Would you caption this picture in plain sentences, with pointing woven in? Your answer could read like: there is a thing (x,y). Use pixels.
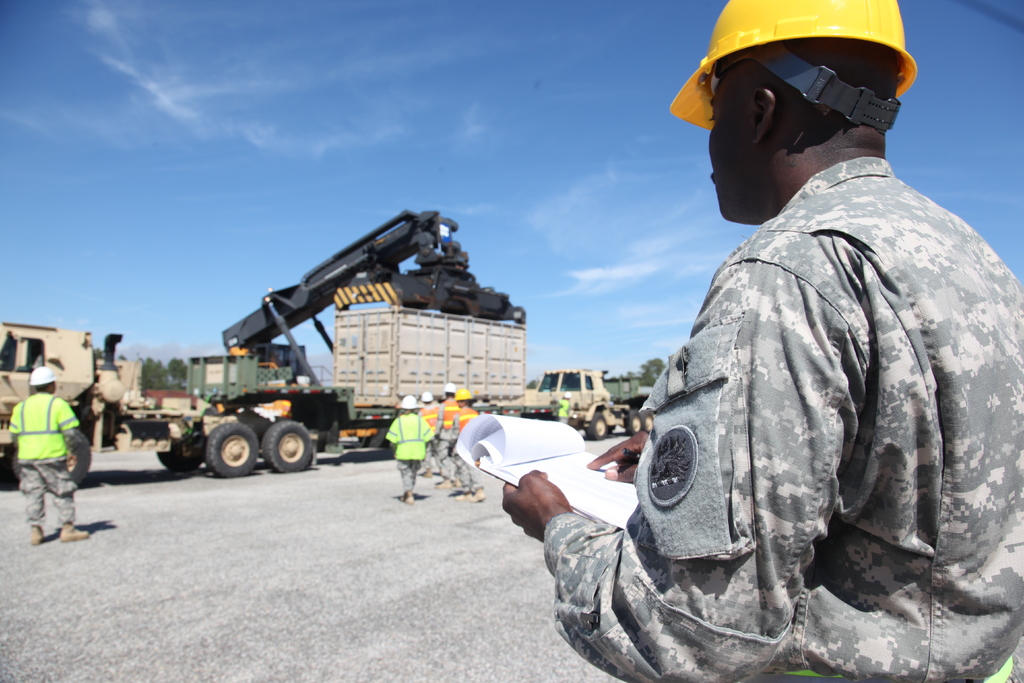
In the image there is a man (820,37) in camouflage dress (861,307) and yellow helmet (828,37) standing on the right side (878,303) with a book (553,463) in his hand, in the back (277,400) there are trucks (13,362) with containers (524,378) on it and few people (25,471) standing in front of it and above its sky (188,167).
